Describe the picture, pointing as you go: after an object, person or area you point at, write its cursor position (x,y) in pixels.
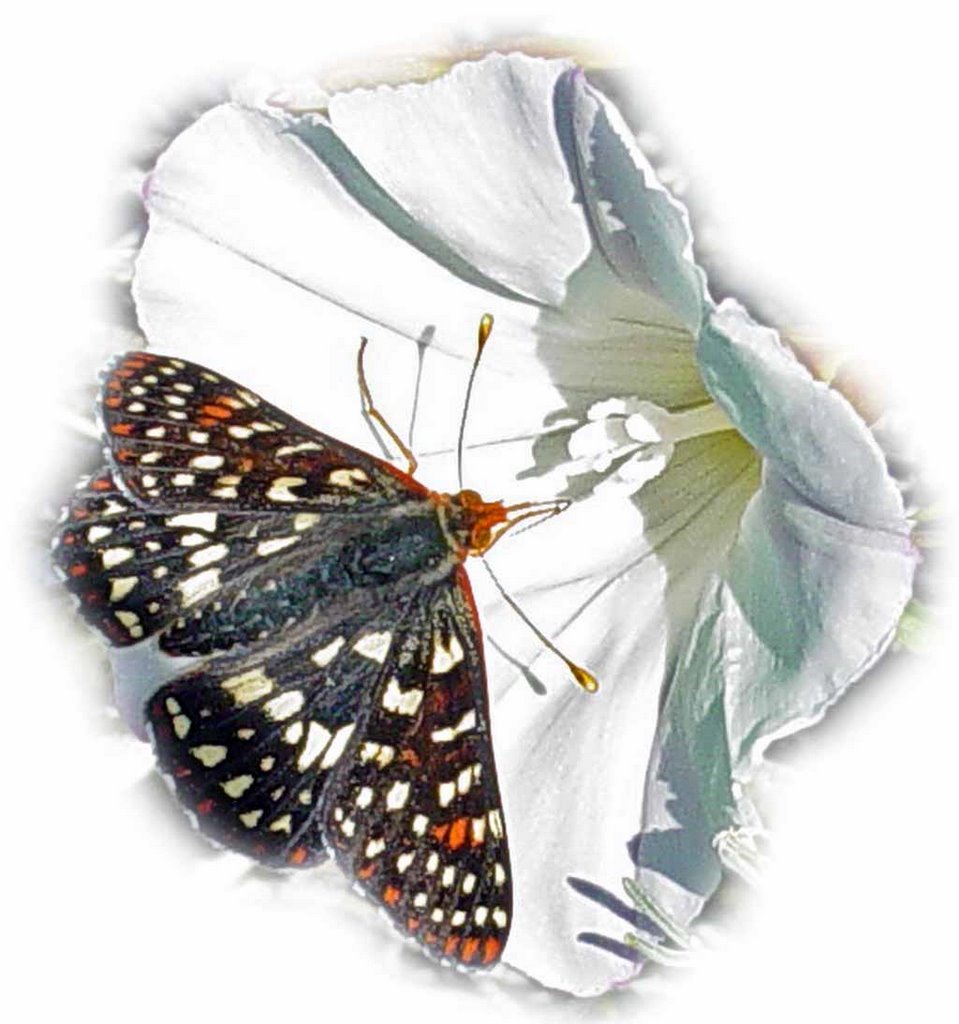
In this picture there is a colorful butterfly (360,593) on a flower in the center of the image (409,497).
